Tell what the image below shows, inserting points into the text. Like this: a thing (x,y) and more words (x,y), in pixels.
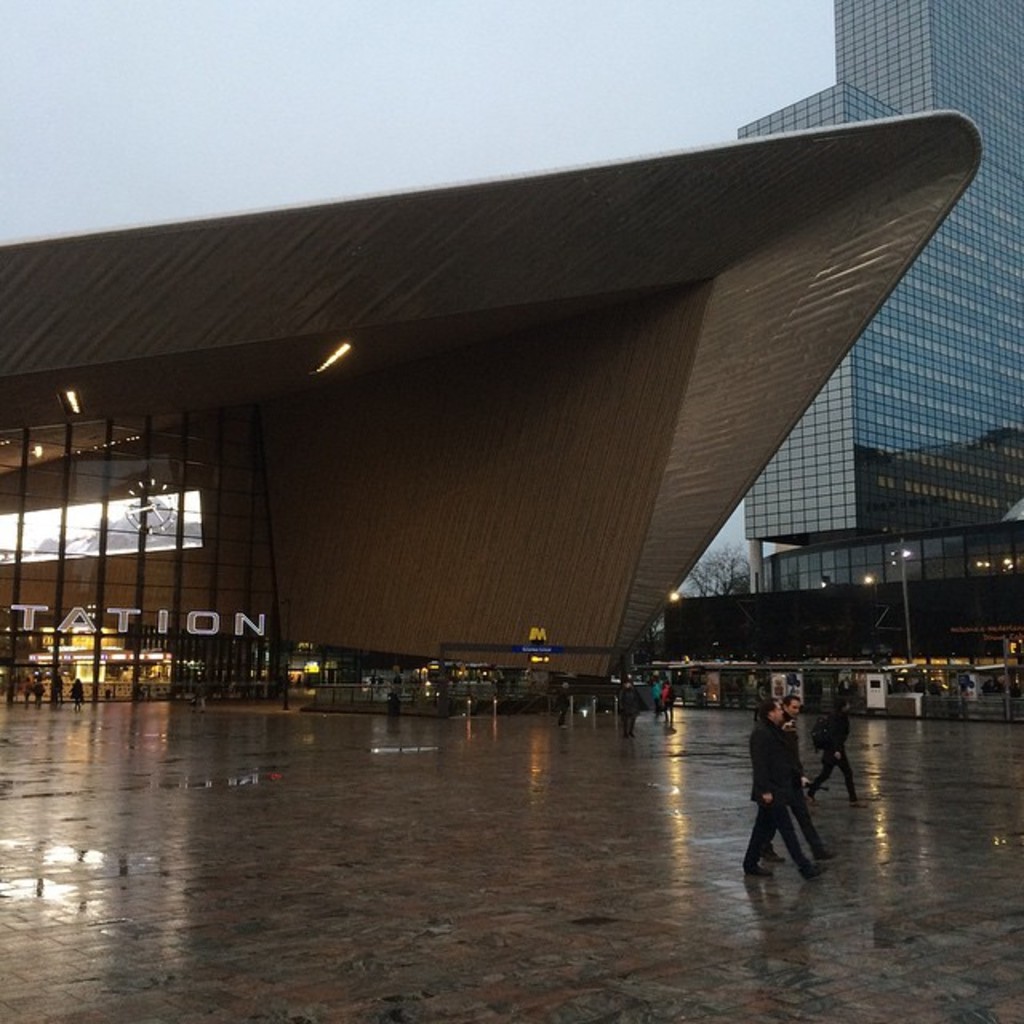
In this image we can see people (833,717) walking on the road (440,879) also can see water (62,881). In the background (694,321), we can see different architecture building (469,496), we can see name board (21,609), clock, glass building (971,330), light poles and the sky (525,95).
